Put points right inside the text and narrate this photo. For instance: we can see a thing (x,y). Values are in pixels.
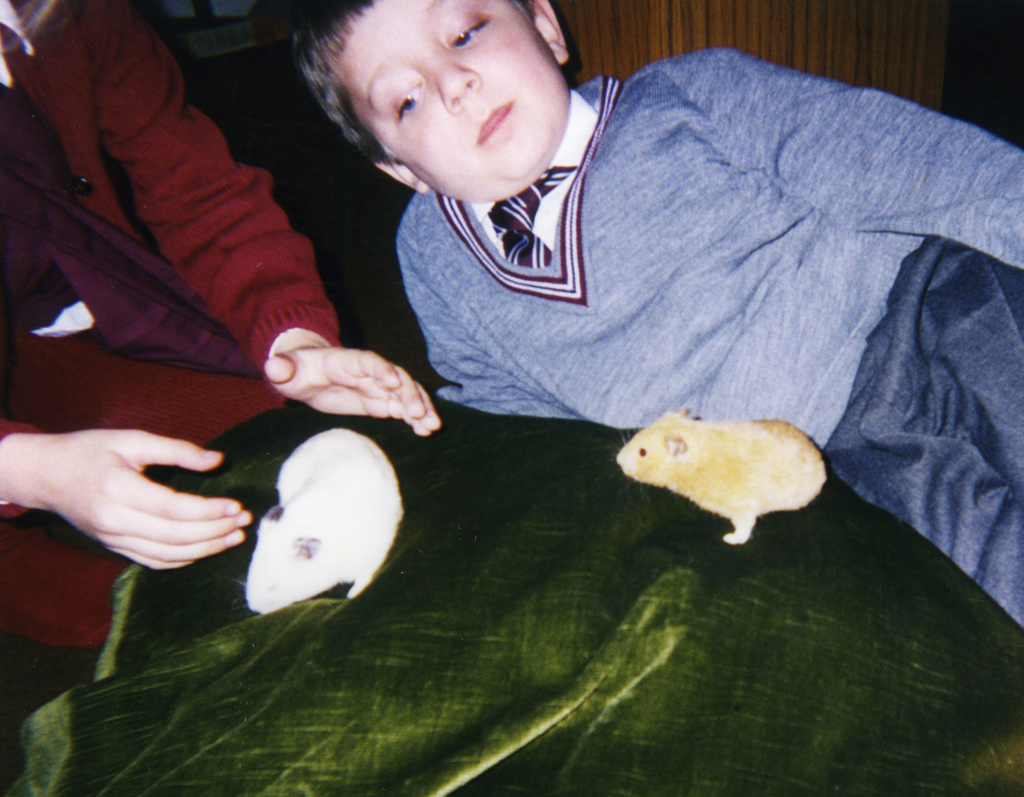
In this image, we can see a kid (902,338) and at the left side (71,391) there is a person (170,377) sitting, we can see two small animals (767,498).
